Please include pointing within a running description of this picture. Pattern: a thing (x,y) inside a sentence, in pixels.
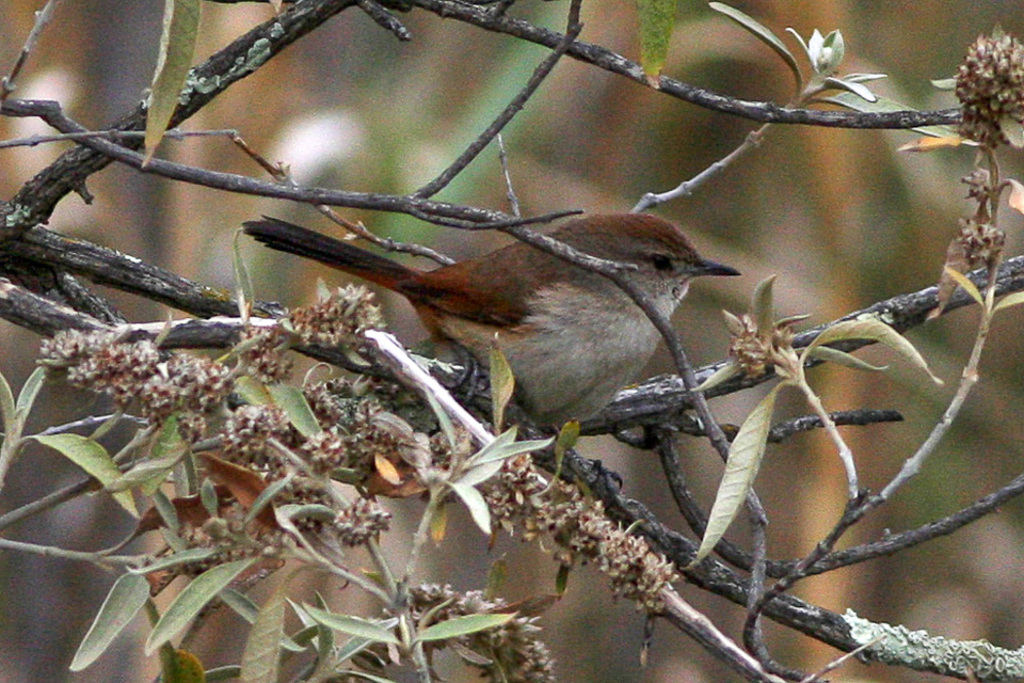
In this image we can see a bird (566,279) is sitting on the branch (189,286) of a tree (672,435) and some leaves (275,609) are there on the branch (151,274).
